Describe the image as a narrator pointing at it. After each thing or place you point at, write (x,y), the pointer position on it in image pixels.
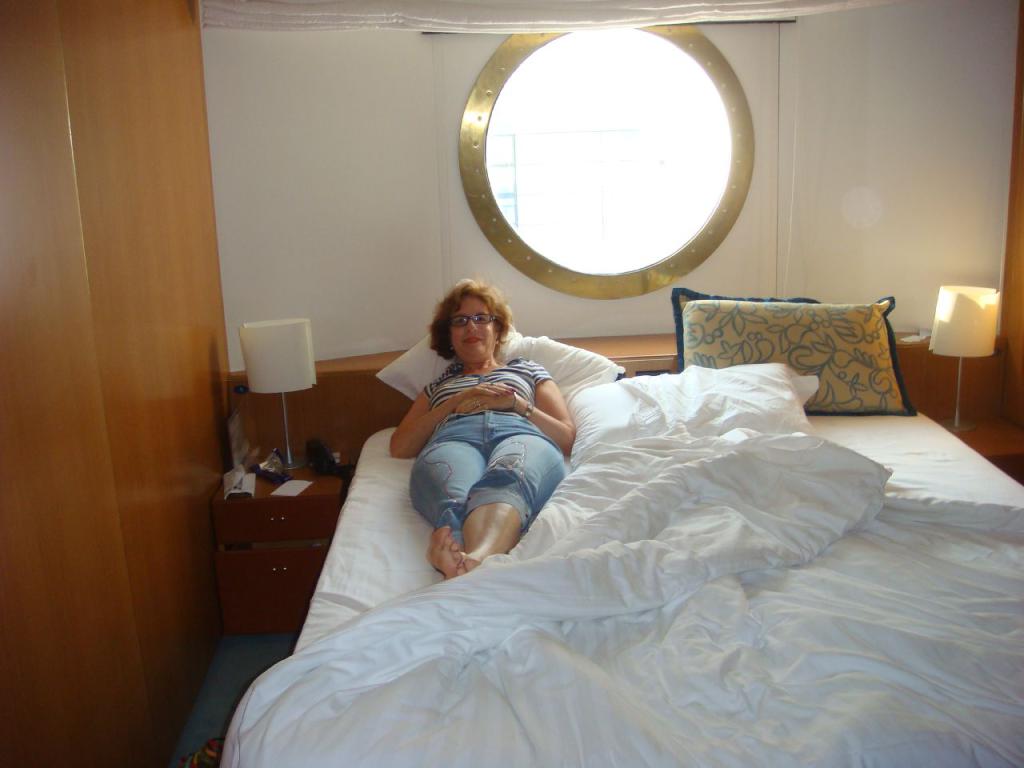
This woman (448,434) is laying on this bed (498,690) with pillow (549,356). Beside this bed (402,492) there is a table (244,501), on this table (311,476) there is a lantern lamp (264,376) and papers (306,482). This is window (605,202).
